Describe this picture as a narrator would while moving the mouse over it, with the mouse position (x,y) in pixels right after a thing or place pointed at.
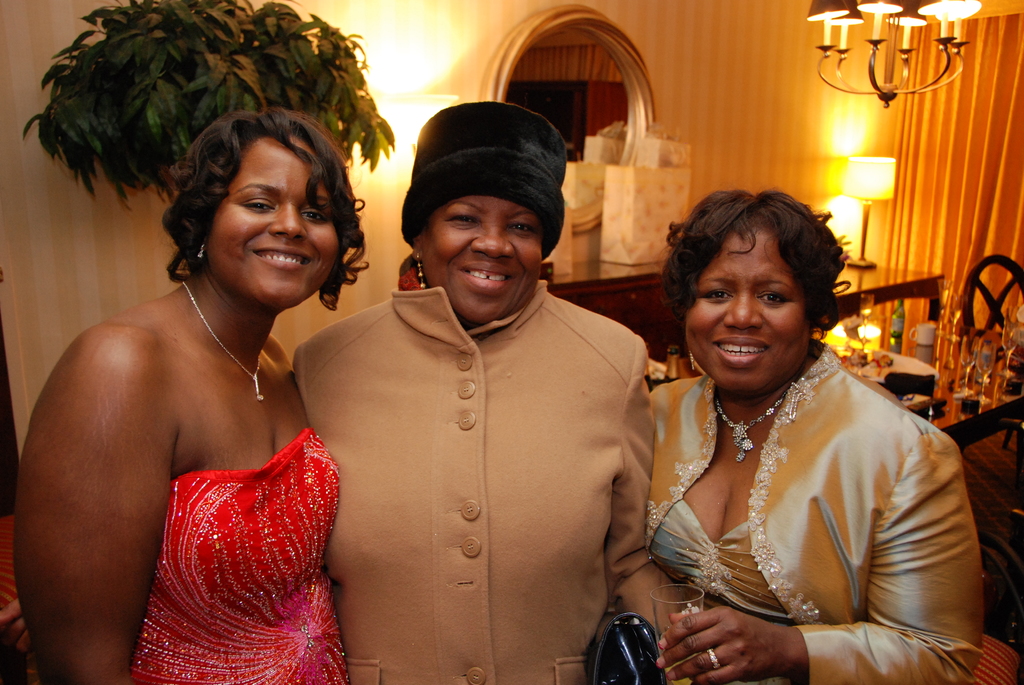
In this picture there are three African woman (404,317) standing, smiling and giving a pose into the camera. Behind there is cotton curtain (944,188) and a table (900,297) with the yellow color table light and a mirror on the wall (749,119). Above we can see the hanging chandelier (841,33).
